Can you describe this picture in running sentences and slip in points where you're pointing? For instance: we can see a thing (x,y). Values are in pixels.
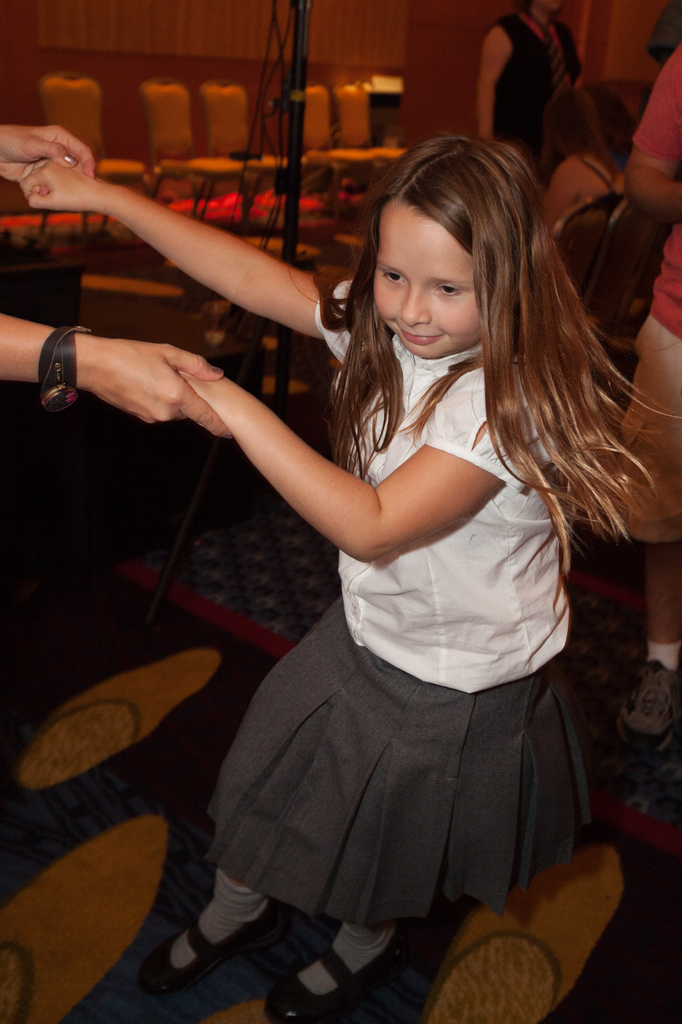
In the center of the image (234,412) there is a girl (309,1003). At the bottom of the image (91,822) there is carpet (137,778). In the background of the image (354,107) there are chairs (230,136). There are people (577,160) in the image.
